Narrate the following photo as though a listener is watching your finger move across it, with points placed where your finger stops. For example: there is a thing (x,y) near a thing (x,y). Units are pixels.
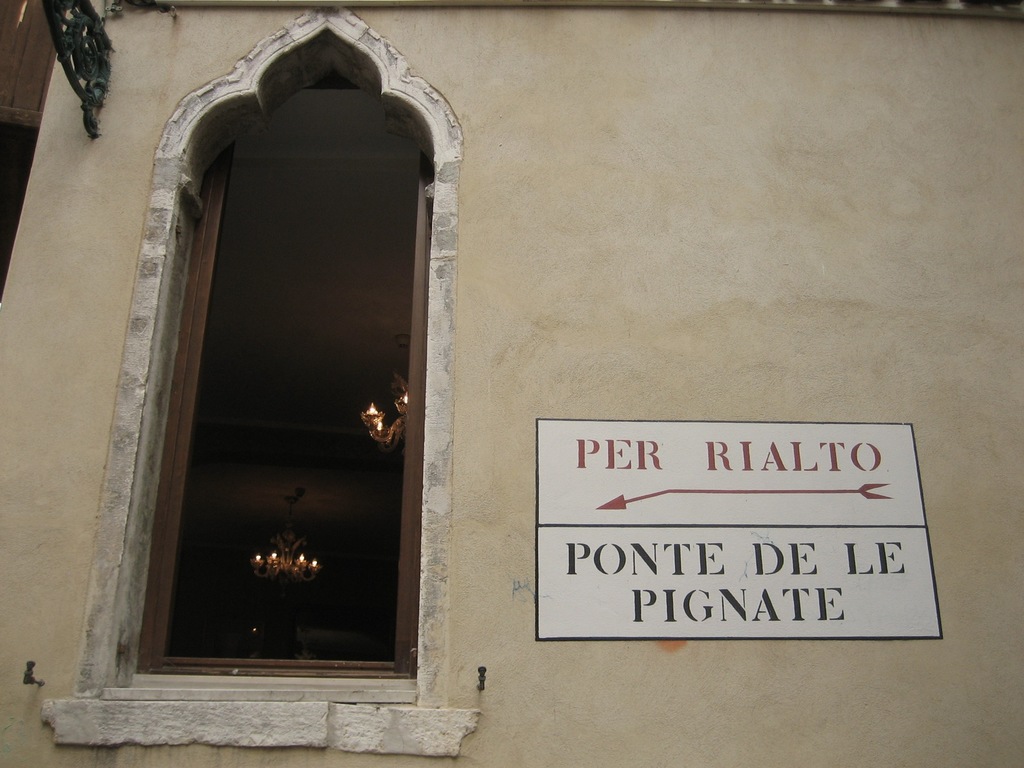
Here in this picture we can see a window (394,525) present on a building (141,570) and through that we can see chandeliers (313,562) present inside the room (305,502) and beside that on the wall (534,654) we can see some text (547,597) written with paint (602,606).
